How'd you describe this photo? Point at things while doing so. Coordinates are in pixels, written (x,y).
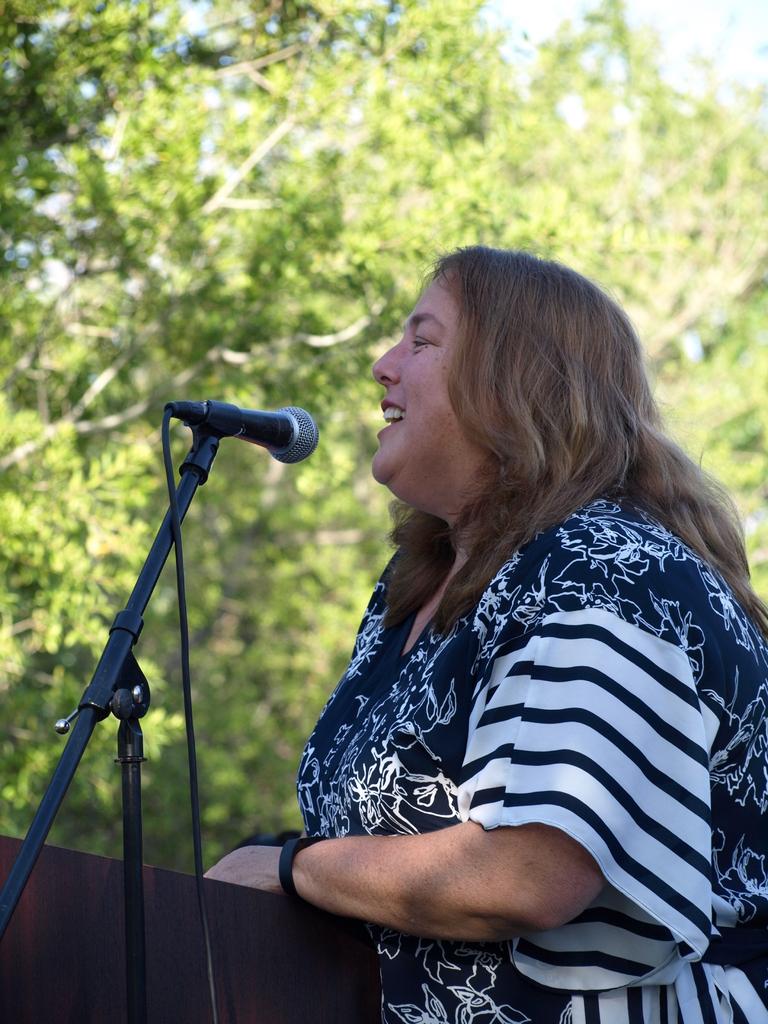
Here I can see a woman (609,864) standing in front of the podium (370,988) facing towards the left side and speaking on the mike (266,431). There is a black color watch (288,864) to her hand (249,857). In the background (412,261) there are many trees (466,226). At the top of the image (681,58) I can see the sky (688,60).
